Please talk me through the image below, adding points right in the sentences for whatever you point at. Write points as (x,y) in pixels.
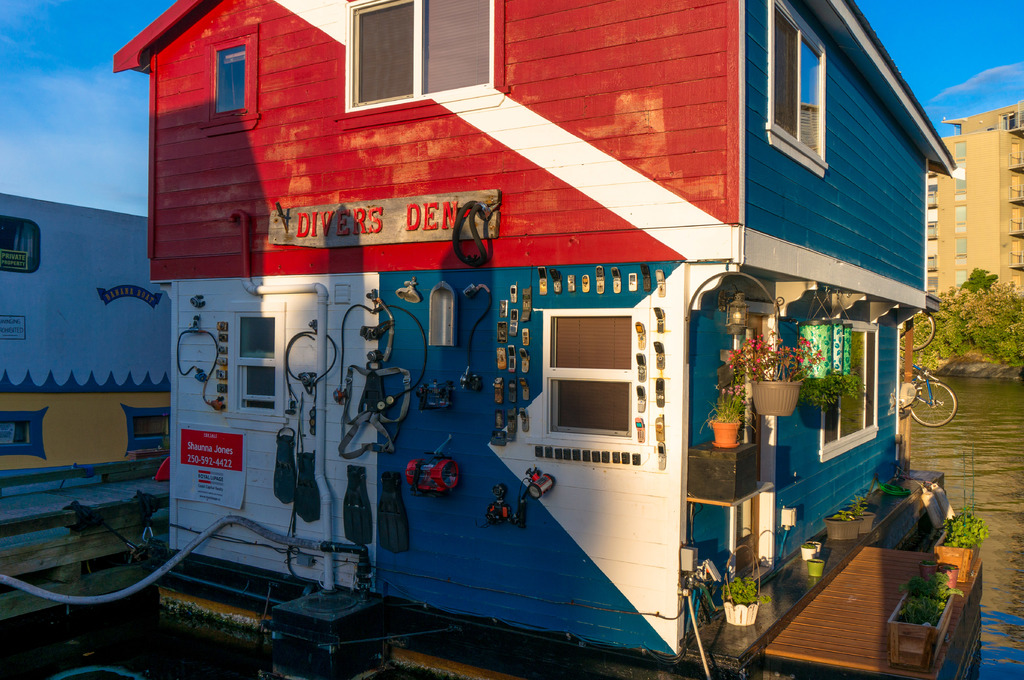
In this image, we can see few tools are on the wall (509,455). Here we can see building (481,420), walls (10,313), plants (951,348), windows (861,408), door (743,529), trees (1006,289) and bicycle (914,375). Right side of the image (971,464), we can see a water (966,434). Background (81,179) there is a sky (90,143).
